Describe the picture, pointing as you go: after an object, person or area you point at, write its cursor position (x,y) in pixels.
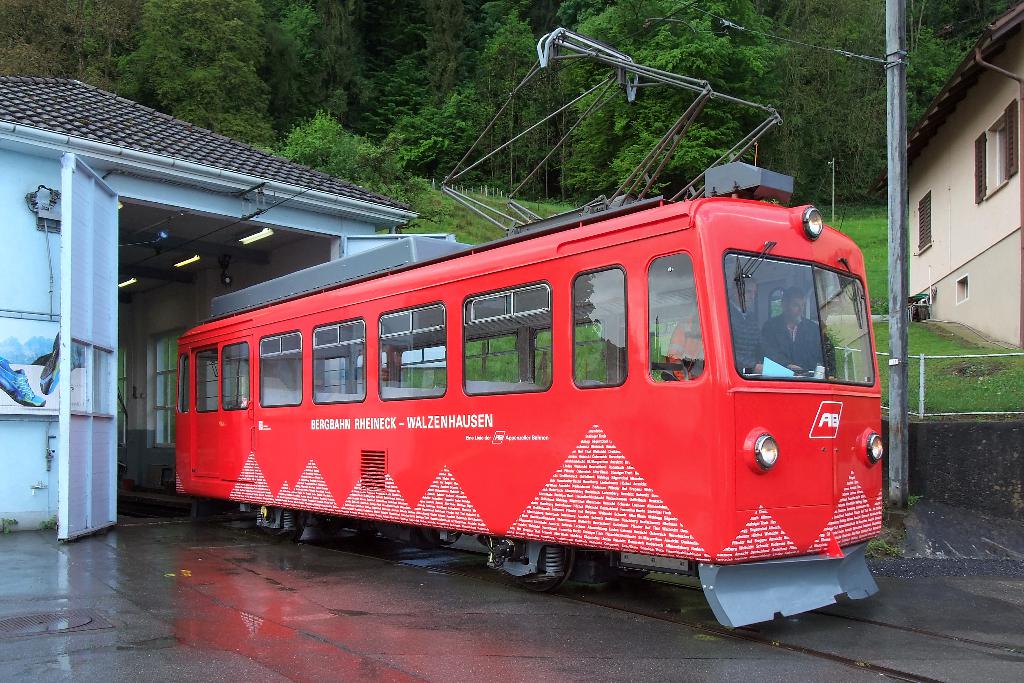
In the center of the image (396,312) we can see a tram (294,466) on the track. In the background (152,306) there are sheds (958,133), trees (747,126), pole (892,159) and wires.
